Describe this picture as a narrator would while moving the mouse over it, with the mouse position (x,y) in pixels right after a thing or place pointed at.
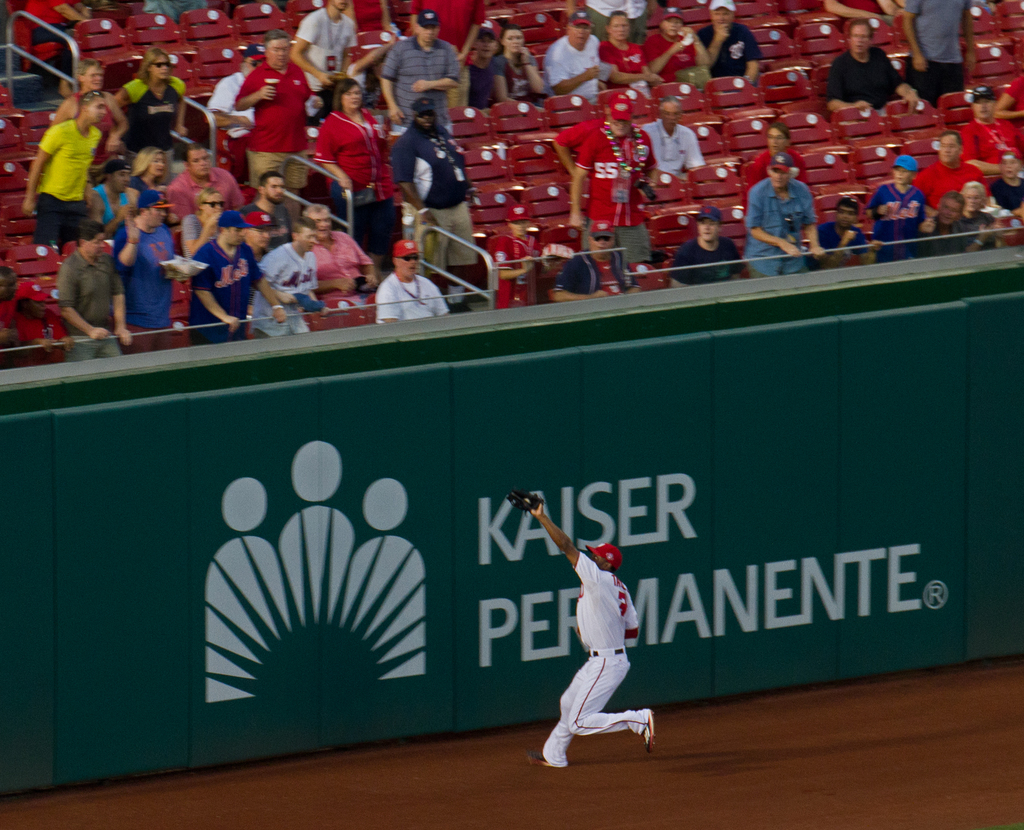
In this image I can see a person (570,693) wearing white and red color dress (603,641) is standing on the ground (655,764). I can see the green colored board (713,485), few chairs (545,155), few persons (615,69) sitting, few persons (566,148) standing and the railing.
